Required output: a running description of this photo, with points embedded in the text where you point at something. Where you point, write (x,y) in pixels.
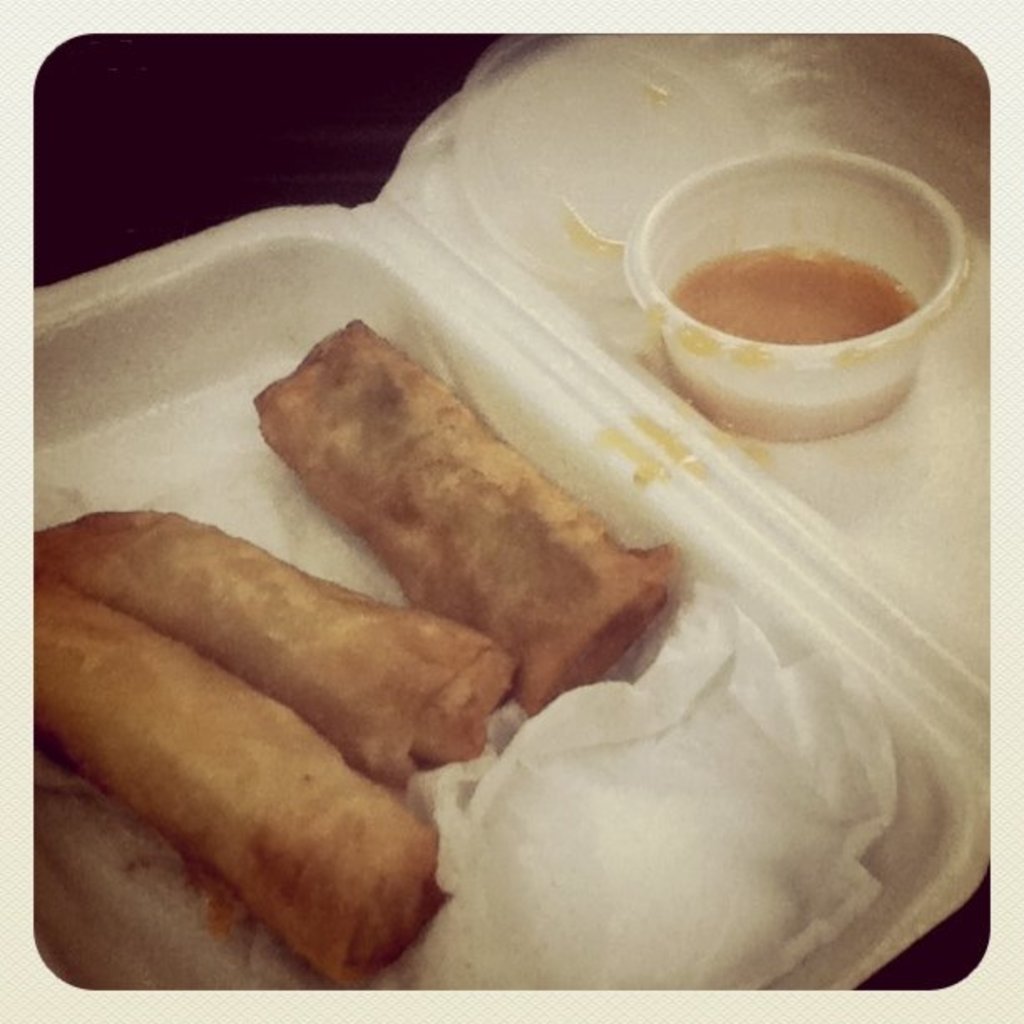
In this image we can see some food (297,662) in the box (157,360) even we can see some tissues (683,823) here.
